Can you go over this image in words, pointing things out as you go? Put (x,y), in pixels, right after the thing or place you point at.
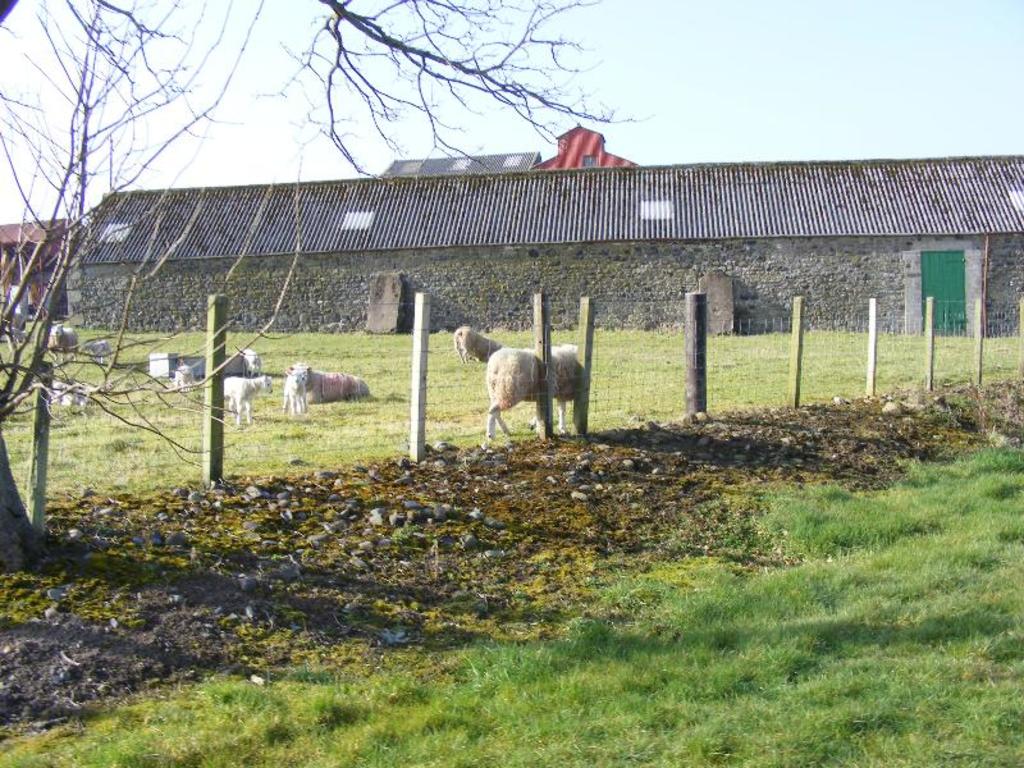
In this image there are sheep (300,375) standing on the ground (345,368). In front of them there is a fencing (876,375). Behind them there is a house (462,199). At the top (582,55) there is the sky (732,50). To the left (67,390) there is a tree (19,500). At the bottom (713,624) there are stones (697,421) and grass (662,659) on the ground (597,645).
